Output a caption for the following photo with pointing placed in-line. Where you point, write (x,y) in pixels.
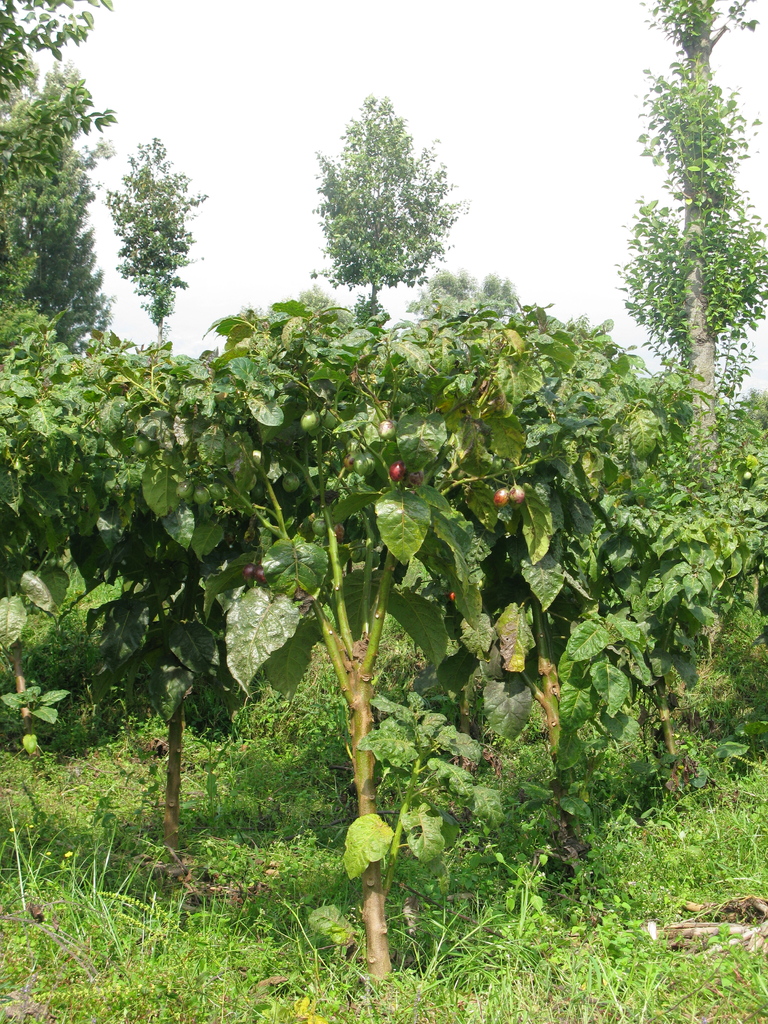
In this picture we can see grass (535,846), few trees (352,516) and fruits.
